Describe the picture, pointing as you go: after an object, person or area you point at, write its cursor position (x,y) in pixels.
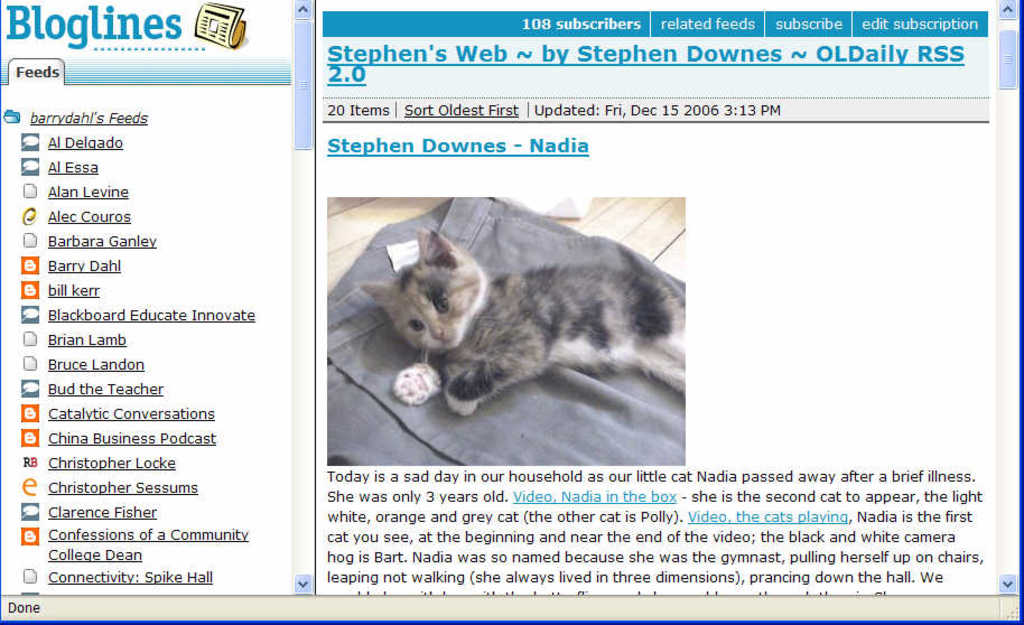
In this image we can see a picture of a blog (414,364) with some texts (442,541) on it, also we can see a cat (545,334) on a cloth (529,438).
